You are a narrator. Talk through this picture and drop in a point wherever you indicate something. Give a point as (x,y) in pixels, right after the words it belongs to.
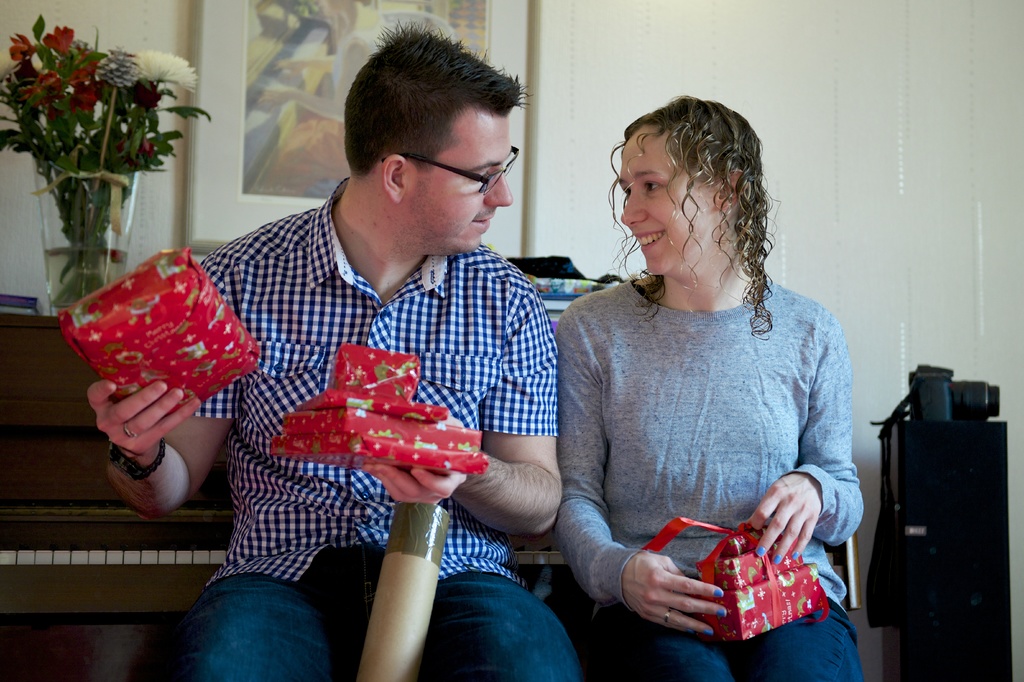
In this picture I can see there is a man (495,333), a woman (675,233). The man (470,184) is having spectacles (490,186) and there is a piano (53,500) in the backdrop (87,621), there is a black color object (935,493) and there is a camera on it. There is a flower vase (68,240) on the piano (105,500) and there is a wall (90,27) at the right side (905,385).
